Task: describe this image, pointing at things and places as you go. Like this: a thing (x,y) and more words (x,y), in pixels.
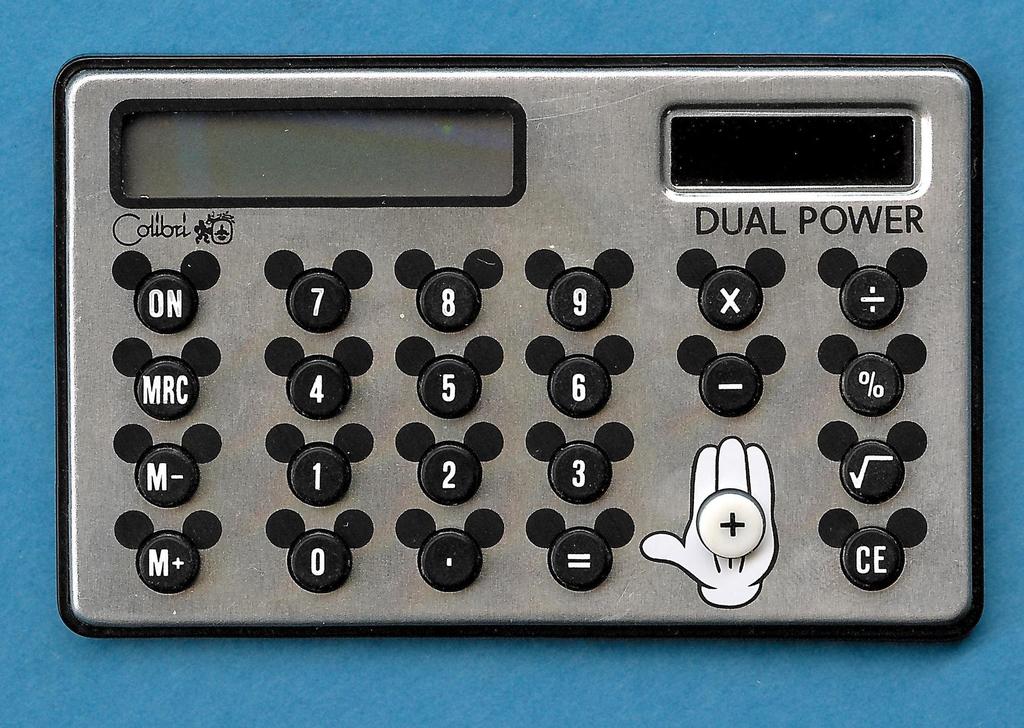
In this image we can see an electronic gadget (422,360).
